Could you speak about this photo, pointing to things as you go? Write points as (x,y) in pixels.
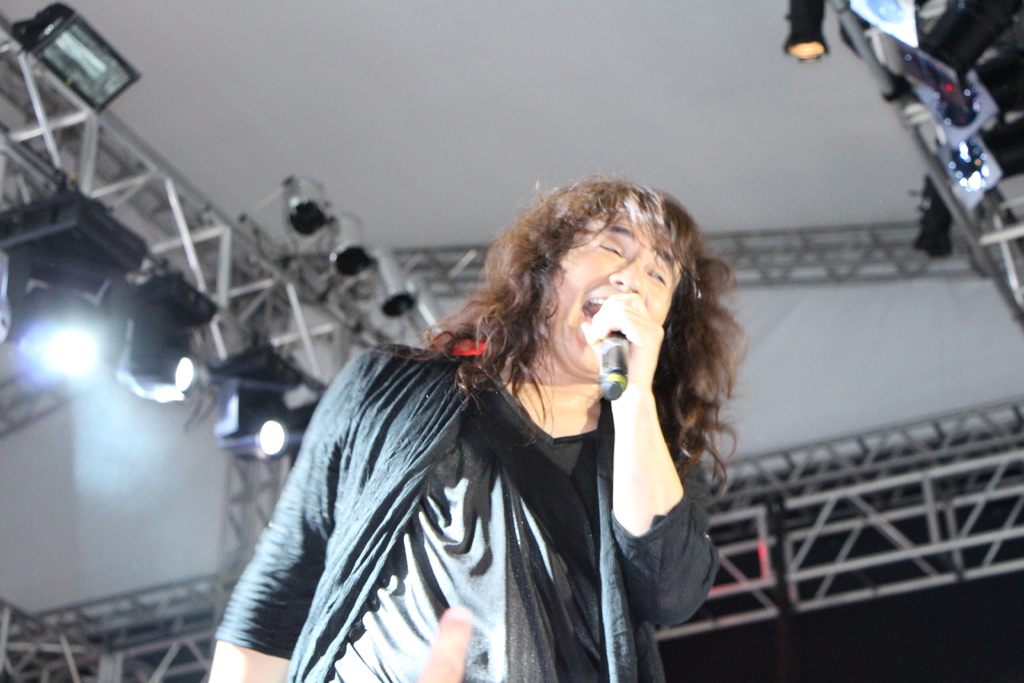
In this image in the front (531,512) there is a person (506,452) standing and singing, holding a mic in his hand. In the background (228,403) there are lights (61,192) and there are stands (929,444).
